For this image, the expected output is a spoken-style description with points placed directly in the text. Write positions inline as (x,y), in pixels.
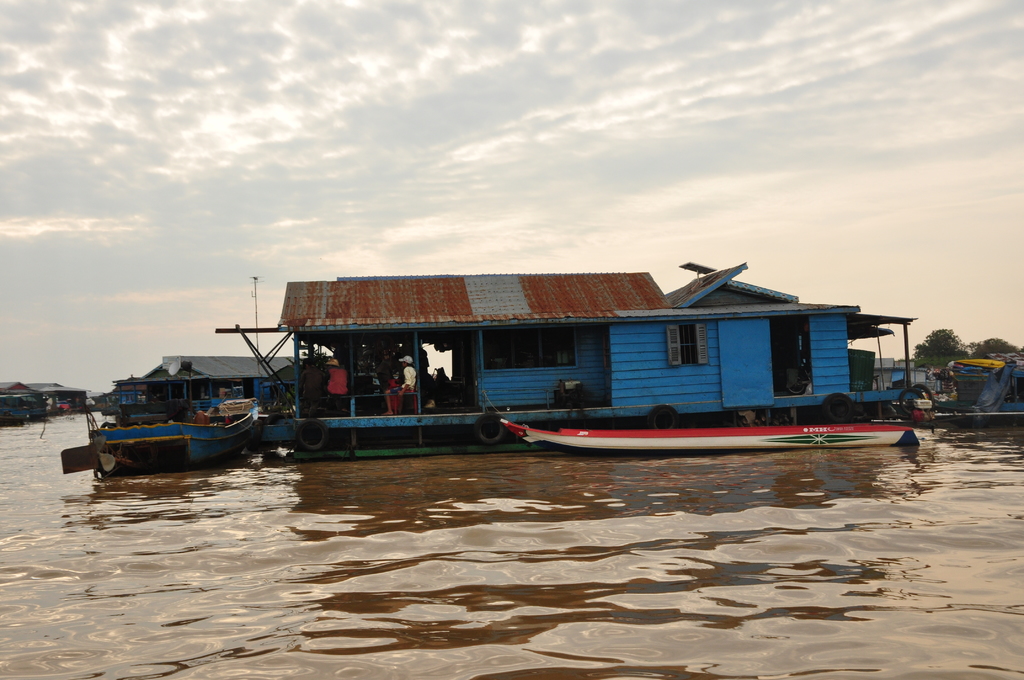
This picture is clicked outside. In the center (574,421) we can see the boats (118,464) and the boat house (680,376) in the water body (545,579) and we can see the group of people (322,374) in the boat house (420,374). In the background (230,97) we can see the sky (189,212), trees (953,339) and some other objects (971,368). In the left corner (62,394) we can see the objects (40,396) which seems to be the boat houses (82,395).
